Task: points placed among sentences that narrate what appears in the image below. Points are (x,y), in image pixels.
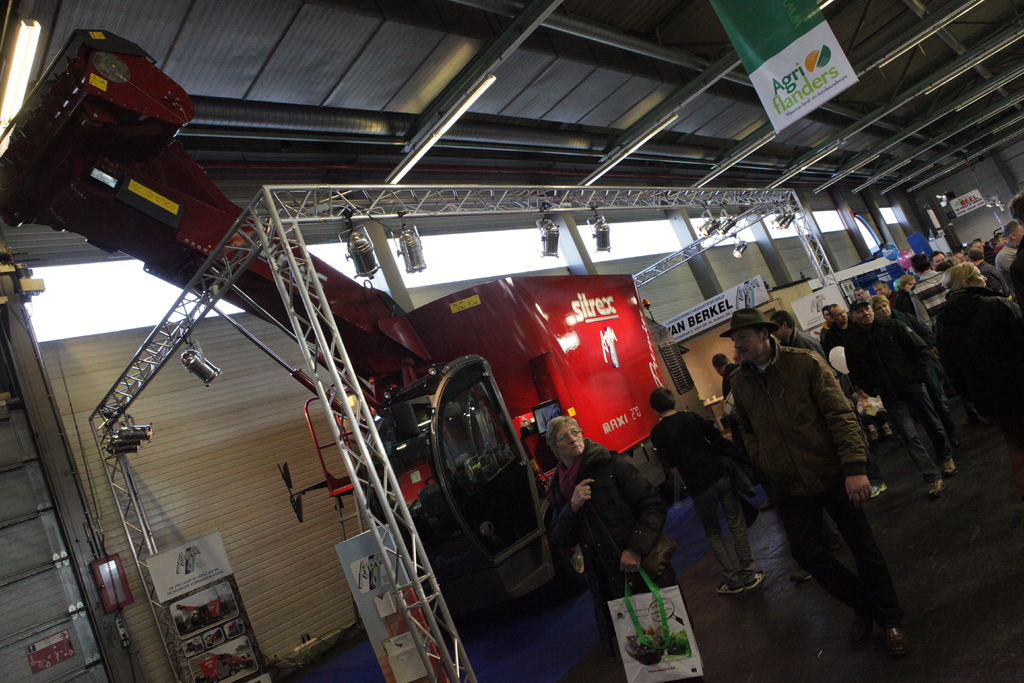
In this image I can see number of people (738,342) are standing. I can see few of them are wearing jackets (851,378) and here I can see one of them is carrying a white colour bag (646,621). In background (324,409) I can see metal rods (493,212), few boards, red colour thing (570,357) and few lights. On these boards (230,628) I can see something is written.
